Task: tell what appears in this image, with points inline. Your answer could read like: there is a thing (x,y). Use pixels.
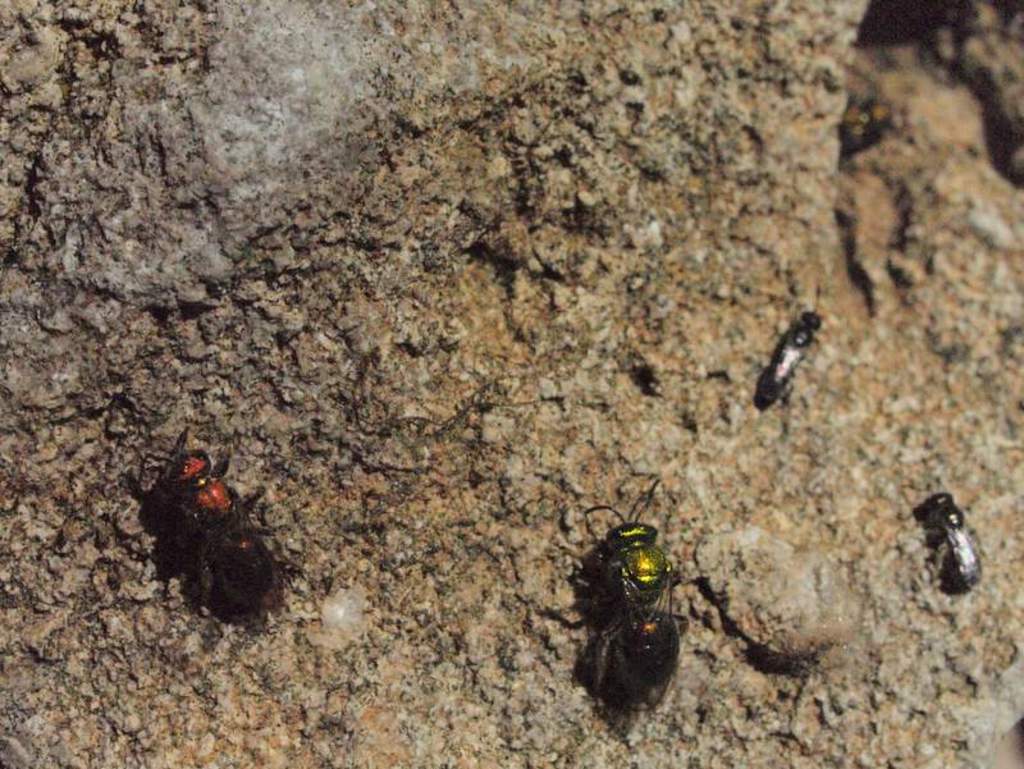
In this image there are insects (775,391) on the surface (531,388).
